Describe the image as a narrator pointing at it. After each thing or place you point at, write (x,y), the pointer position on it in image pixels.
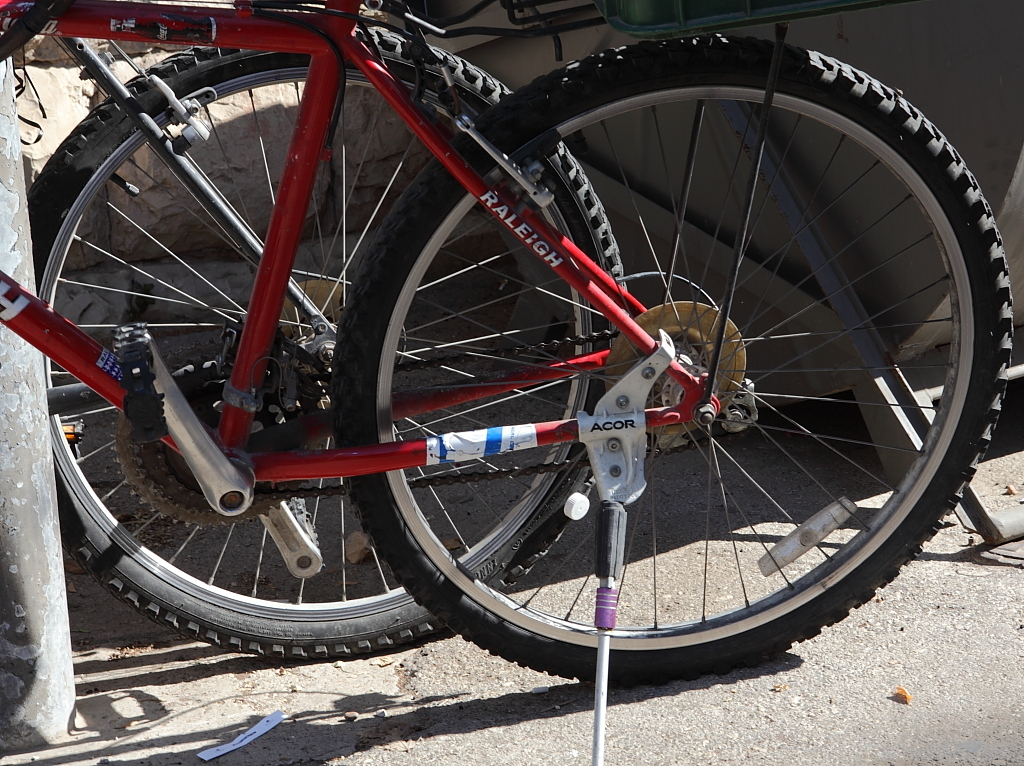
In this image, I can see the wheels (439,348) of two bicycles (480,407), which are on the road (433,676). On the left side of the image (41,661), there is a pole (41,645). In the background (70,87), I can see a wall (90,107) and an object (895,23).
